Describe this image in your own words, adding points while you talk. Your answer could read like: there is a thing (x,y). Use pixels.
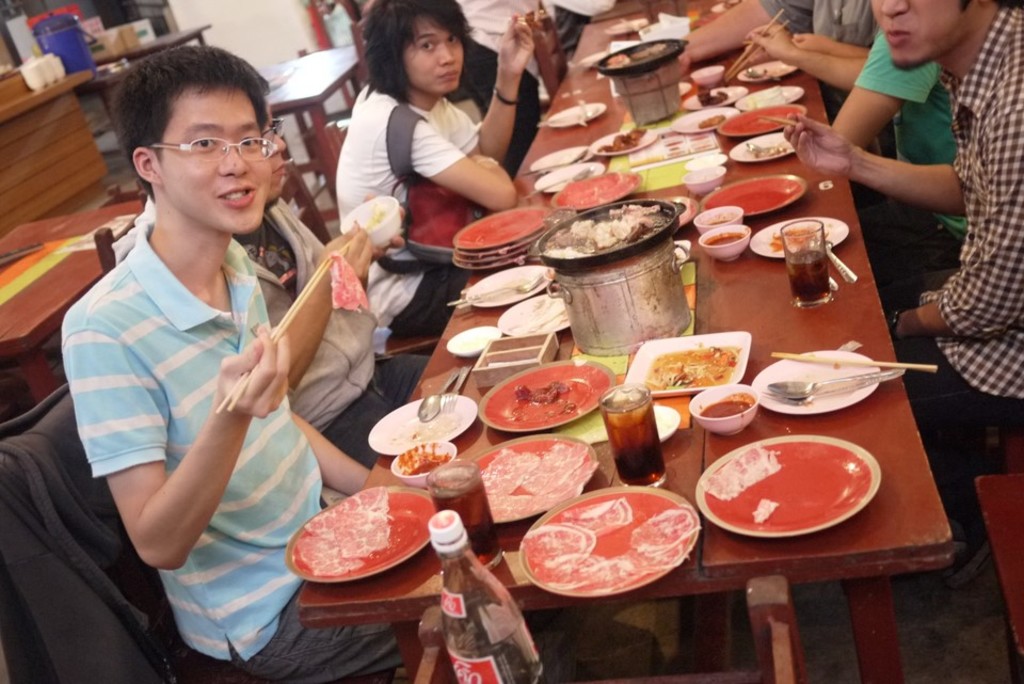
In this image there are a group of people (400,240) sitting, and they are holding chopsticks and eating. And in the center (484,436) there is one table (888,386), on the table (831,315) there are some plates (827,376), bowls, glasses (483,504), vessels (600,319) and some objects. And in the background (128,47) there are some tables (103,82), cans (62,64) wall (237,23) and some other objects (124,49). At the bottom (499,587) there is one bottle (472,568).
